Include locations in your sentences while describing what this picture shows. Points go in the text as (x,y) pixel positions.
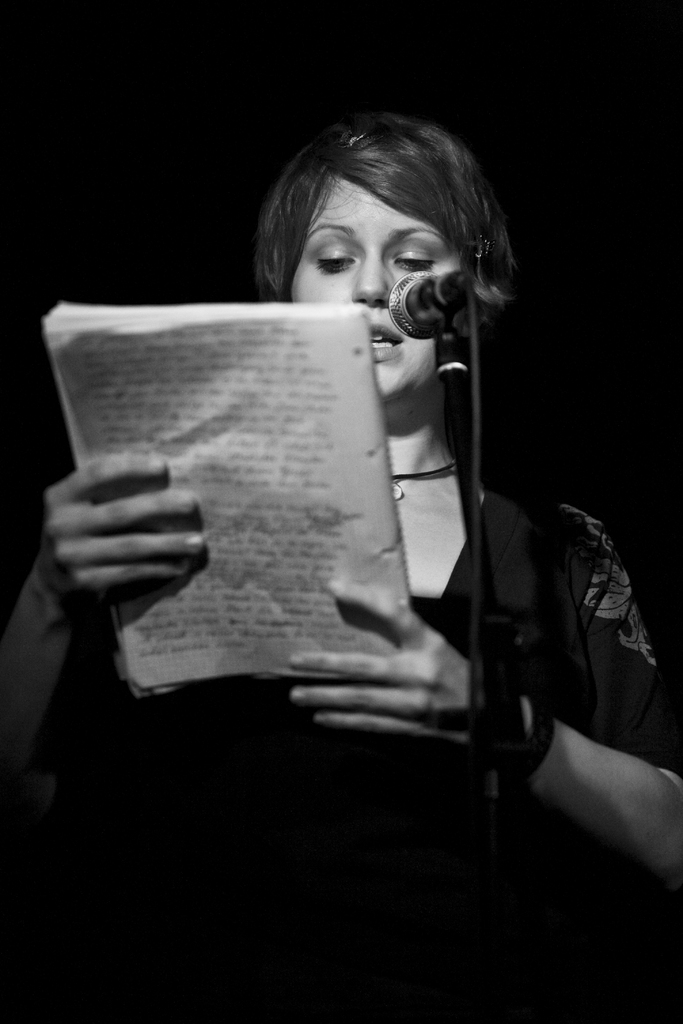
This is a black and white image and here we can see a lady (188,509) holding a book (264,552) and there is a mic (454,358).
